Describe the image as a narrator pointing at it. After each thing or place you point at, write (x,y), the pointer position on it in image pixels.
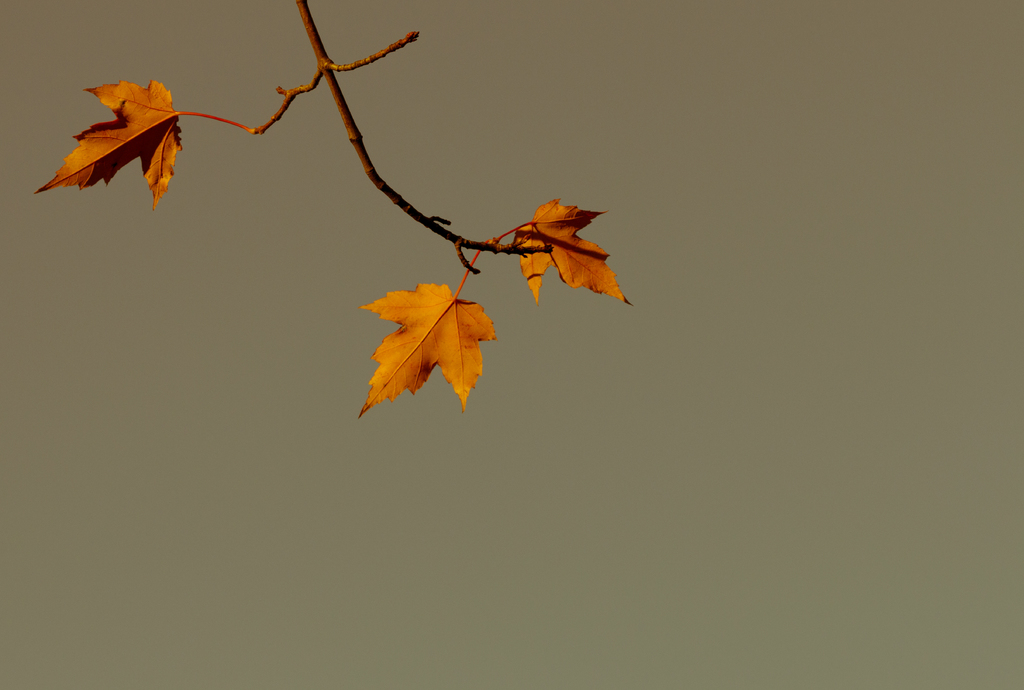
In this picture there is a plant (434,297) and there are three leaves (462,337) on the plant (494,249). At the back (43,323) there's a light brown color background (822,147).
